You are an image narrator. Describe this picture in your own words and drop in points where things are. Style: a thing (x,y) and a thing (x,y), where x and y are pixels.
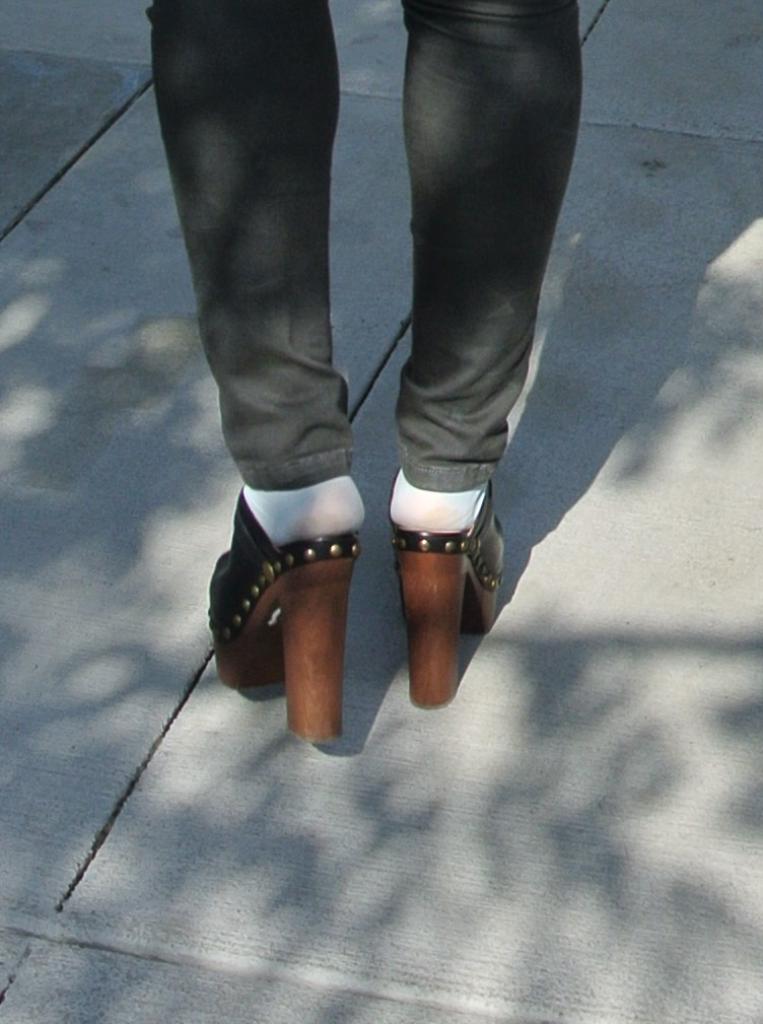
In this image there is person legs (469,218), the person (285,600) is wearing high heels (280,621).
